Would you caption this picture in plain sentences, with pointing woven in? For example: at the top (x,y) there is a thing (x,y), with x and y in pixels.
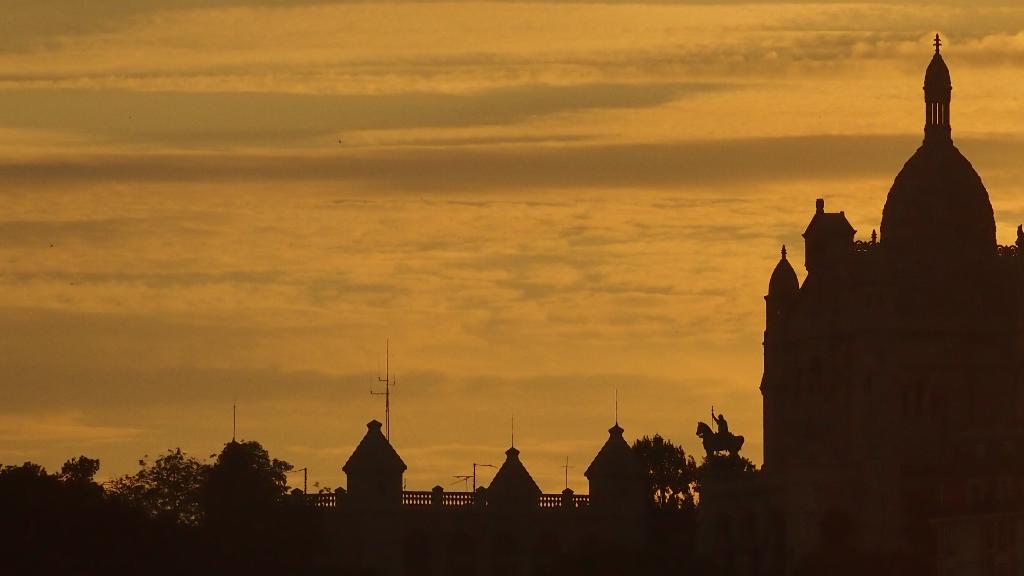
In this image there are some buildings (861,431), statue (732,440), pole (306,480), railing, trees (280,493). And at the top (724,152) there is sky (528,252).
